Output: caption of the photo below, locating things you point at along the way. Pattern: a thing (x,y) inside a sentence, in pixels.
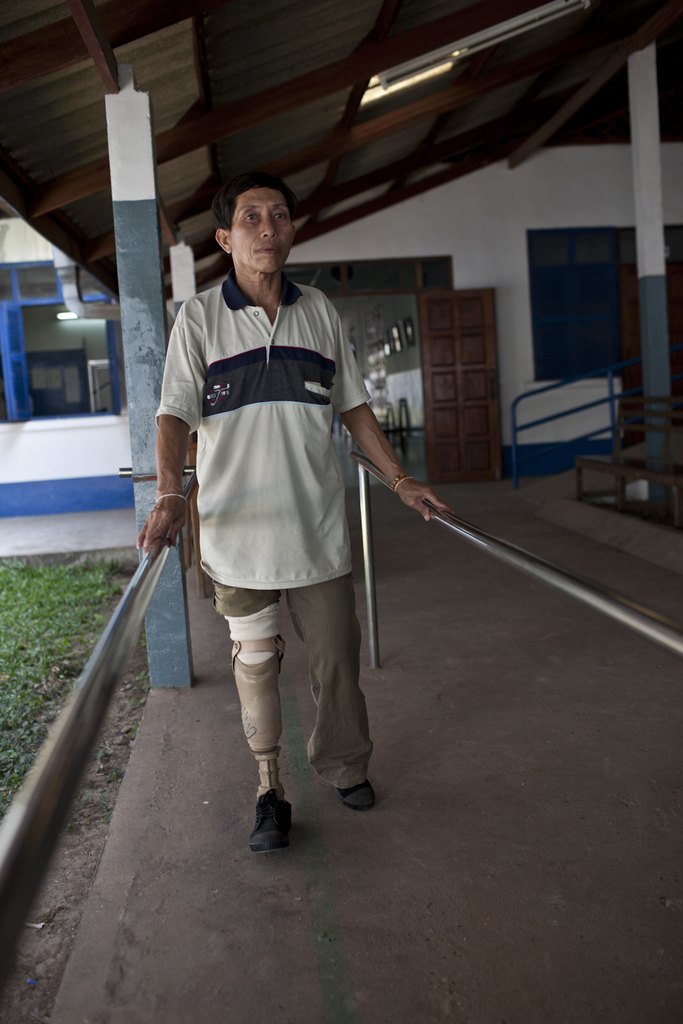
In this image we can see a person (318,726) standing on the floor (191,840) and holding grills (451,515) on either sides. In the background (389,140) there are shed (388,44), ramp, doors (460,350), walls (409,225), windows (41,372) and grass (45,610).
